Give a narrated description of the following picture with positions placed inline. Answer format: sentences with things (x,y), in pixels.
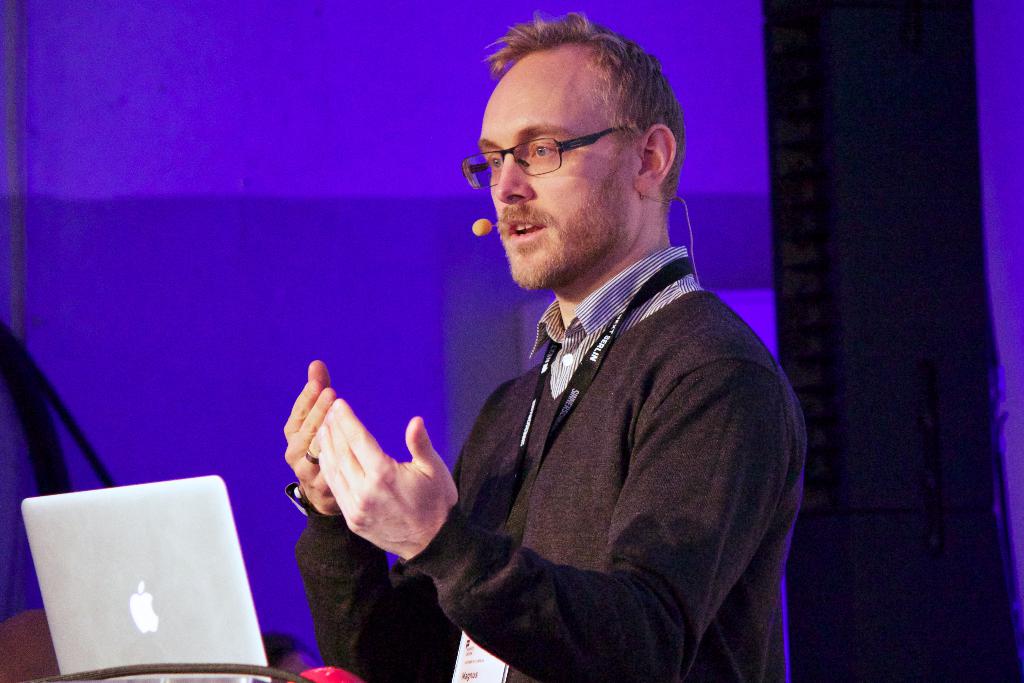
In this image we can see a man (613,450), microphone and a laptop (218,595). In the background (69,477) there are objects (821,132).
